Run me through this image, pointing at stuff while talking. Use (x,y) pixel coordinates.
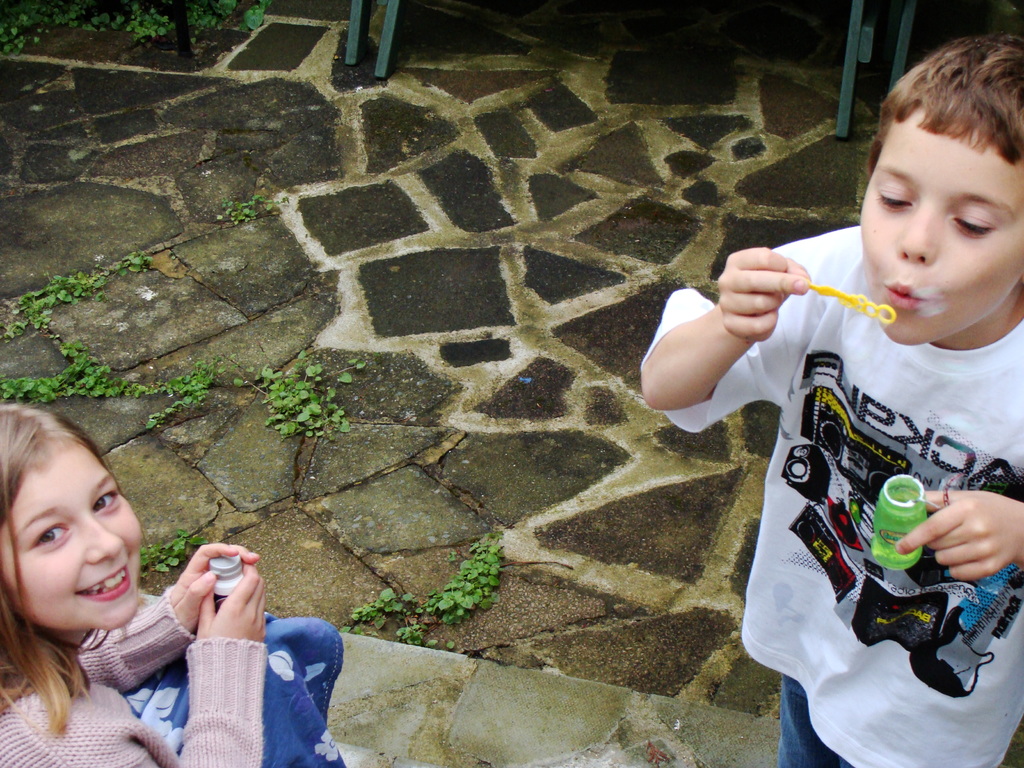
On the right side (890,412) there is a boy (908,467) holding a bottle (881,504) and playing with bubbles (927,298). On the left side (116,645) there is a girl (174,640) sitting and smiling. Also holding a bottle (220,602). On the ground (55,313) there are plants (273,388).
